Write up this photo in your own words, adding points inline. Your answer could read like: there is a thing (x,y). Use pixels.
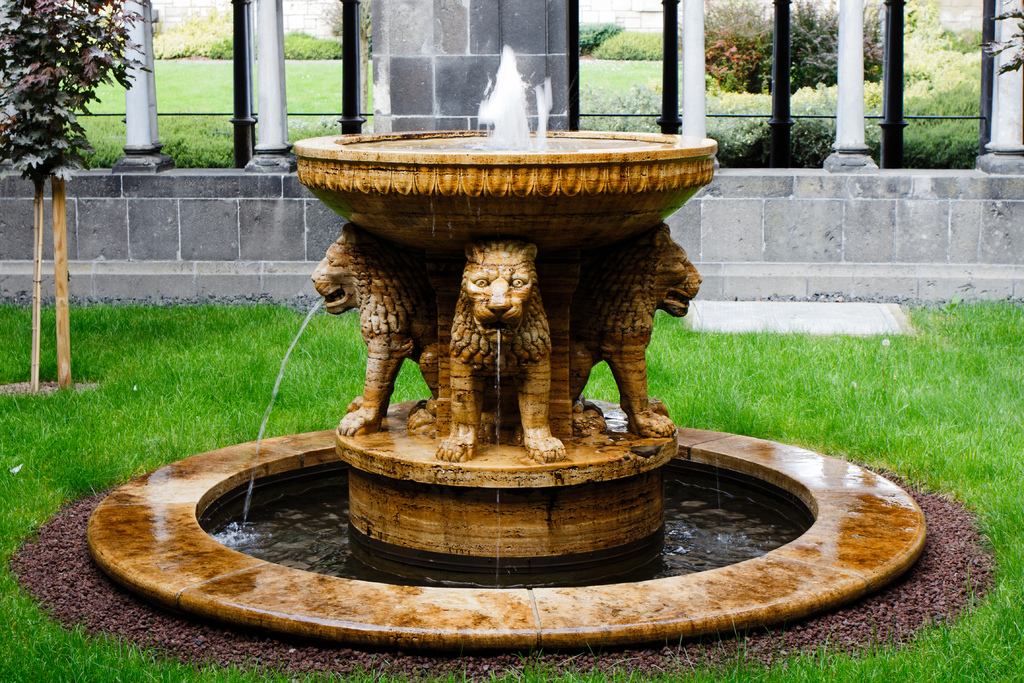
In this image, we can see some grass (955,476) on the ground (331,642). There is a fountain (547,491) in the middle of the image (593,451). There are pillars (480,92) at the top of the image (531,15). There is a plant (66,101) in the top left of the image (65,87).
